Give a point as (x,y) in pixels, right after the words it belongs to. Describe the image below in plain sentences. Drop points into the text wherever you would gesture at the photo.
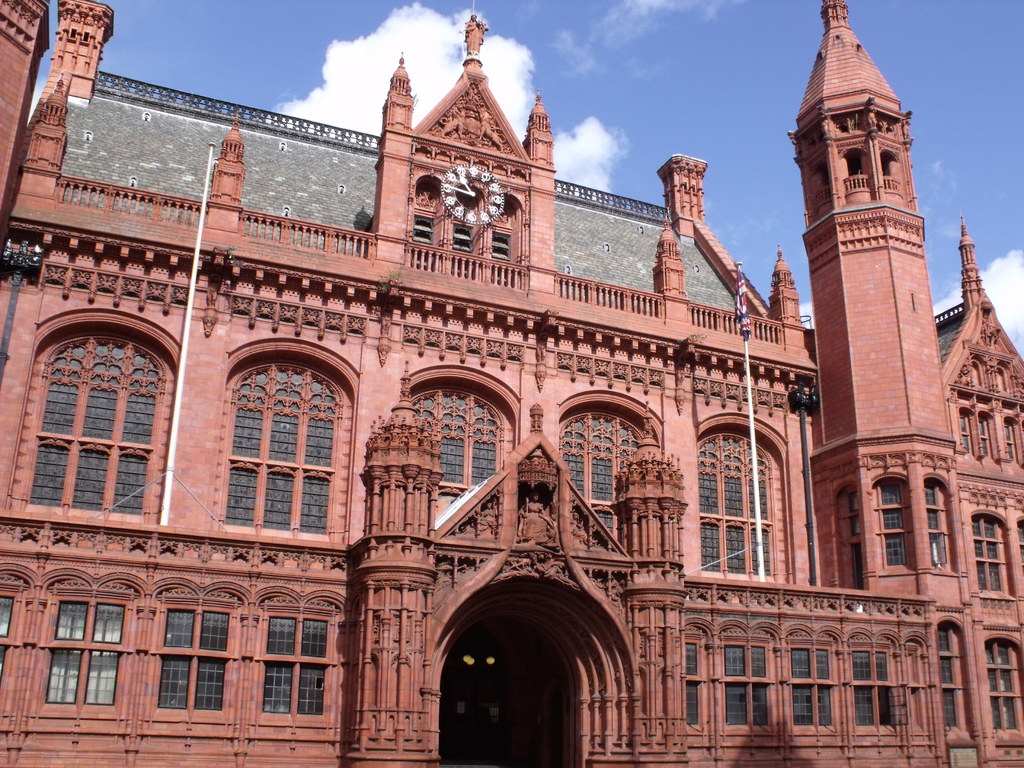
In this image there is the sky (371,54) towards the top of the image (425,66), there are clouds (449,71) in the sky (566,118), there is a building (522,469), there is a wall clock (489,197) on the building (480,232), there are poles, there is a flag (747,316), there are windows (745,464).
